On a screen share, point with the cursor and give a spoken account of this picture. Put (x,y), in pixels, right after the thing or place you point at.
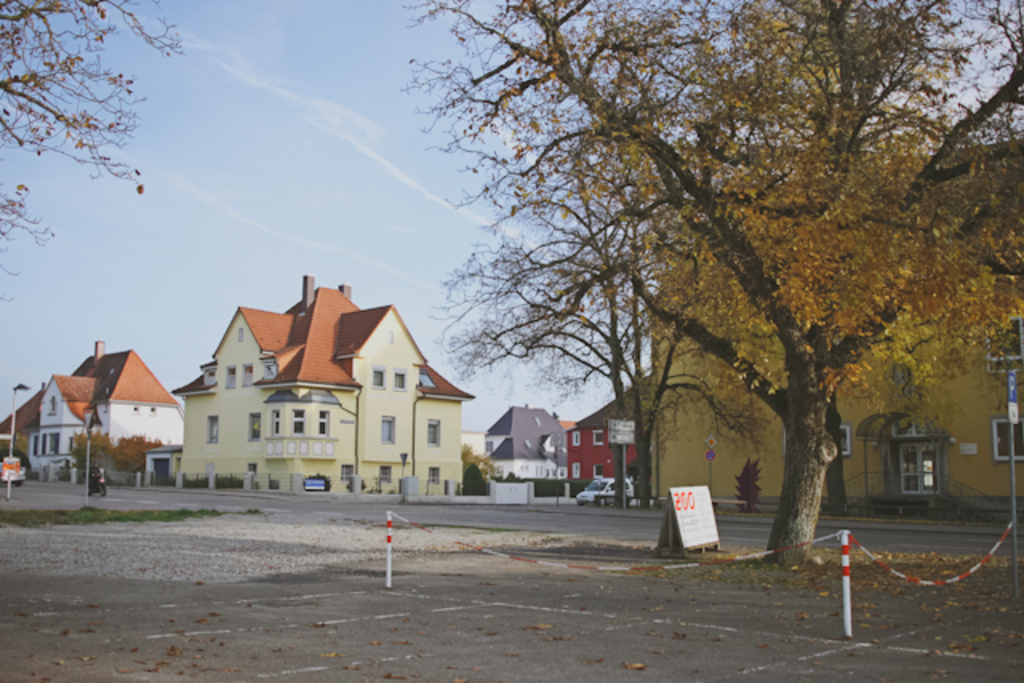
This image is taken outdoors. At the bottom of the image (371,608) there is a ground (426,547) and there is a road (441,506). At the top of the image (238,133) there is the sky (296,192) with clouds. In the middle of the image (401,414) there are a few houses (254,444) with walls (417,411), windows (279,419) doors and roofs (300,359). There are a few poles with street lights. There are a few trees (124,445). There is a board (680,520) with the text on it. On the right side of the image (796,305) there is a tree (785,406) and a car (611,485) is moving on the road (648,517).
